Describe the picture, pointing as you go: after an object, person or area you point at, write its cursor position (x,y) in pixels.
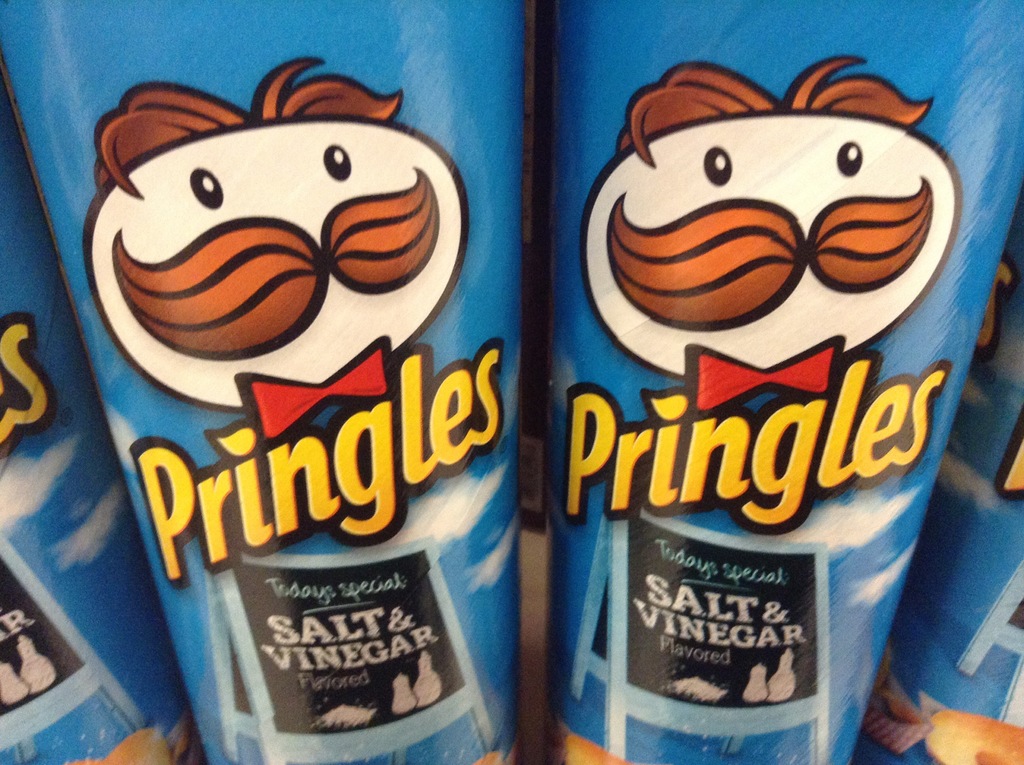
As we can see in the image there are blue color boxes (295,442). On boxes (588,269) there is something written.
